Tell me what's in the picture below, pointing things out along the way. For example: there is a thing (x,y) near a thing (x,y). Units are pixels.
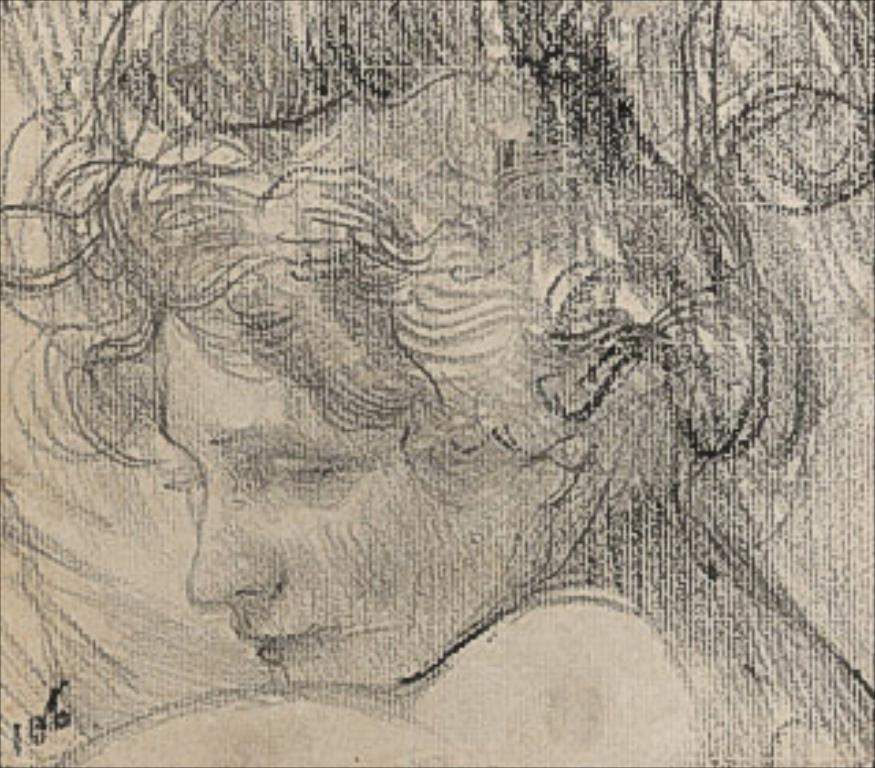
In this image I can see the drawing (338,398) of the person (359,460) on the paper (442,722). I can see the image is in black and cream color.
